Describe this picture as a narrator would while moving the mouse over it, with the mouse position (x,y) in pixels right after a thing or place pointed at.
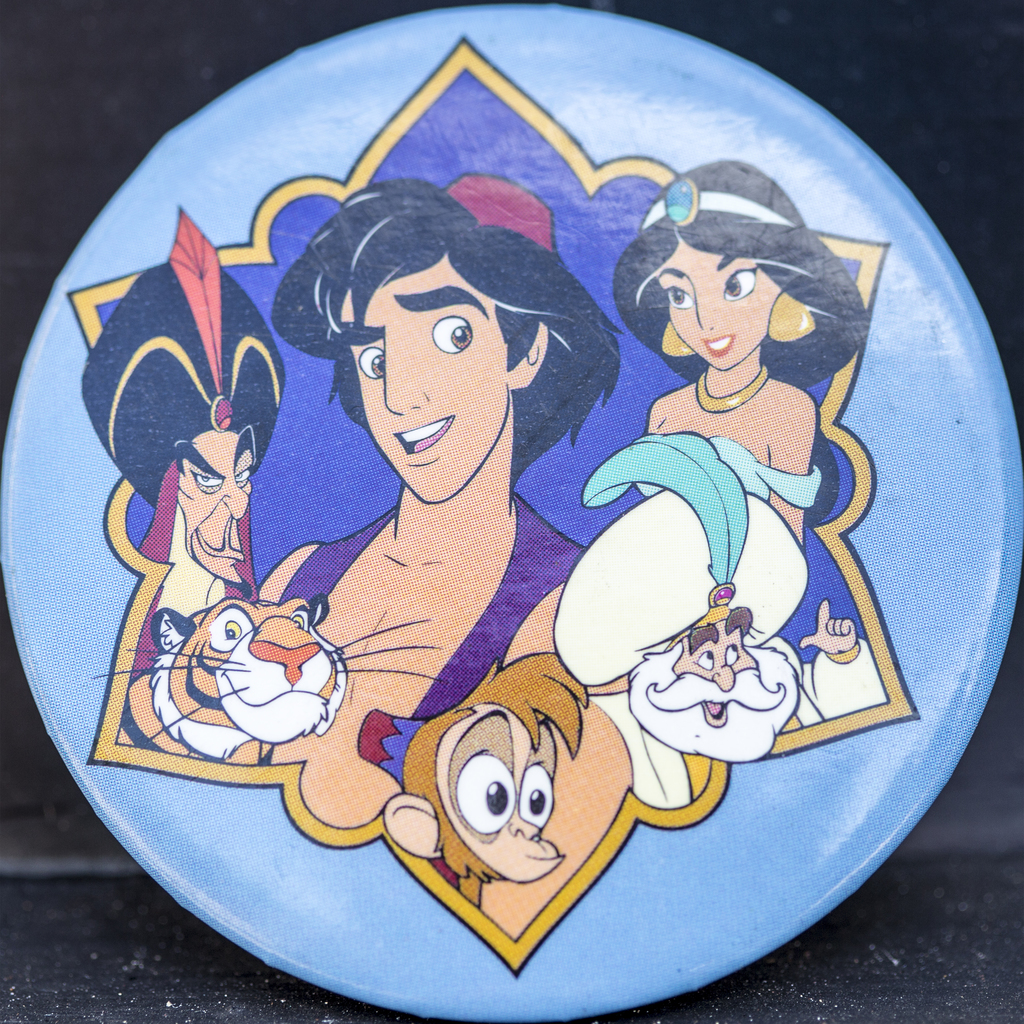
In the given picture, we can see the floor (149,907) and there is a small circle shape frame (168,617) on which, we can see a few cartoon pictures (610,478) on it.
